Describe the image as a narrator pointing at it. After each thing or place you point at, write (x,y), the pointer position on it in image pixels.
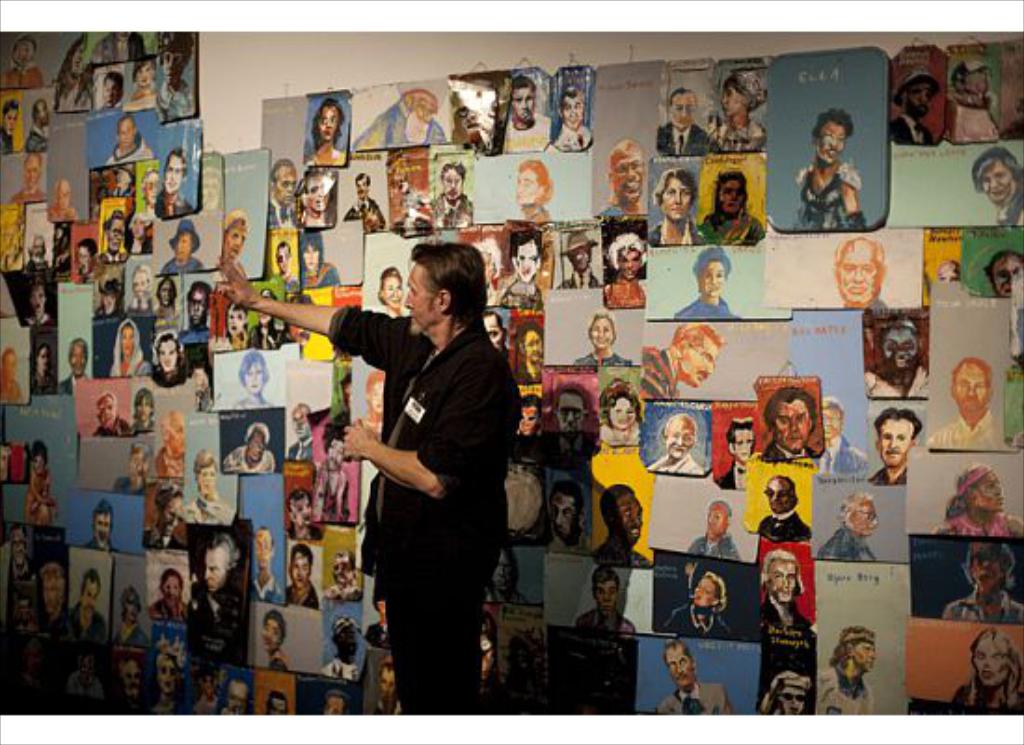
Here we can see a man (409,374). In the background (252,408) we can see posters (643,114) on the wall (797,104).
